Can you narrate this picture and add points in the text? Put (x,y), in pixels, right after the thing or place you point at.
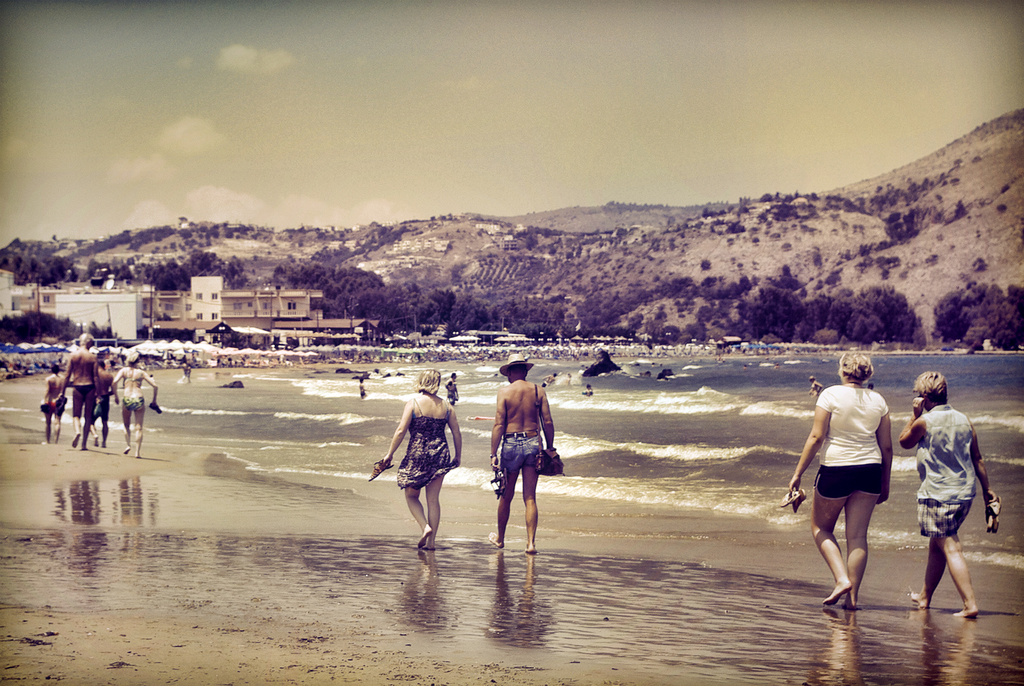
In this image we can see these people (421,418) are walking on the beach (507,608). In the background (11,409), we can see umbrellas (30,350), chairs (240,363), water (795,399), buildings (491,330), hills (388,274) and the sky (422,163) with clouds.
